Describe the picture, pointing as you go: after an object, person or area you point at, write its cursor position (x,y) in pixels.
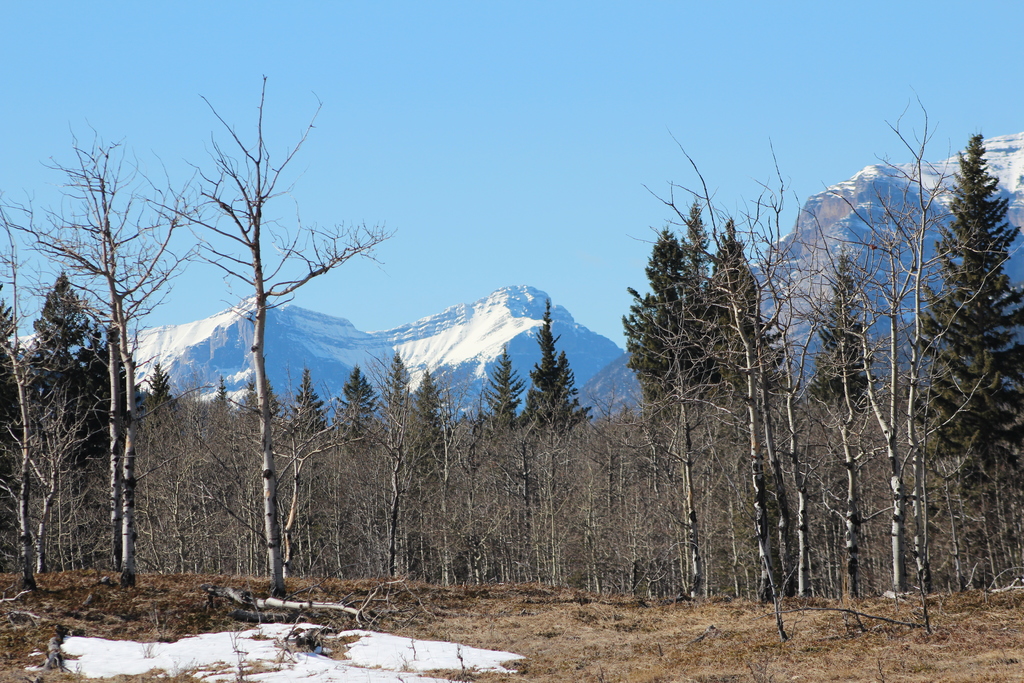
In this picture we can see trees (513,521) on the ground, here we can see snow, mountains (802,332) and we can see sky (329,168) in the background (601,216).
